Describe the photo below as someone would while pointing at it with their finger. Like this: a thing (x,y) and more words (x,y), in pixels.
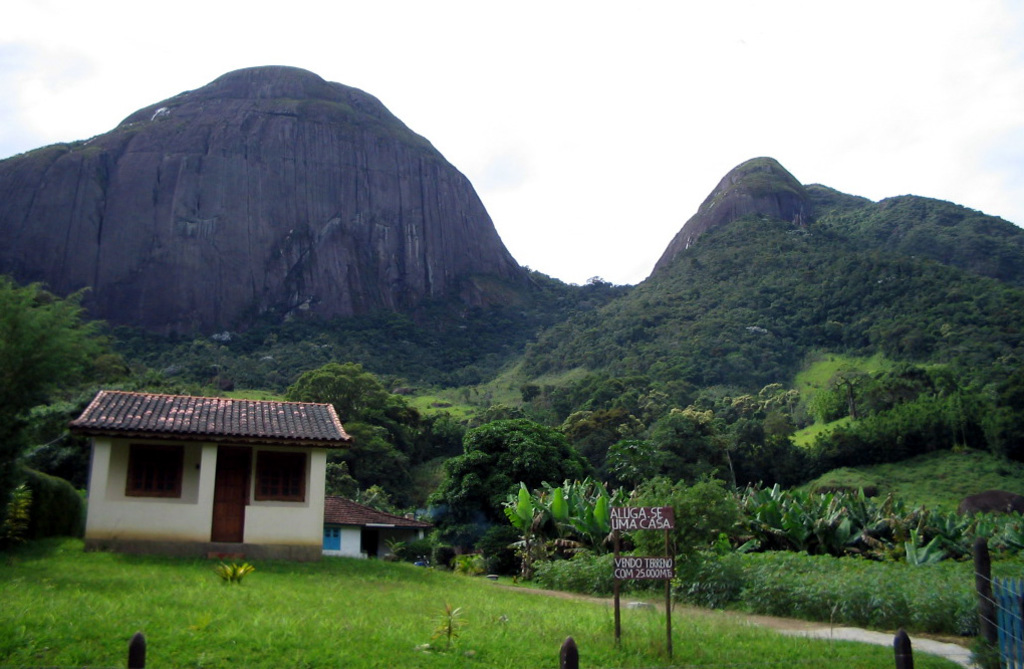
In front of the image there is grass (338,611) on the surface (335,611), there are houses (206,537), name boards (621,571), plants (694,551) and trees (374,425), in the background of the image (412,321) there are rocky mountains (378,265).
